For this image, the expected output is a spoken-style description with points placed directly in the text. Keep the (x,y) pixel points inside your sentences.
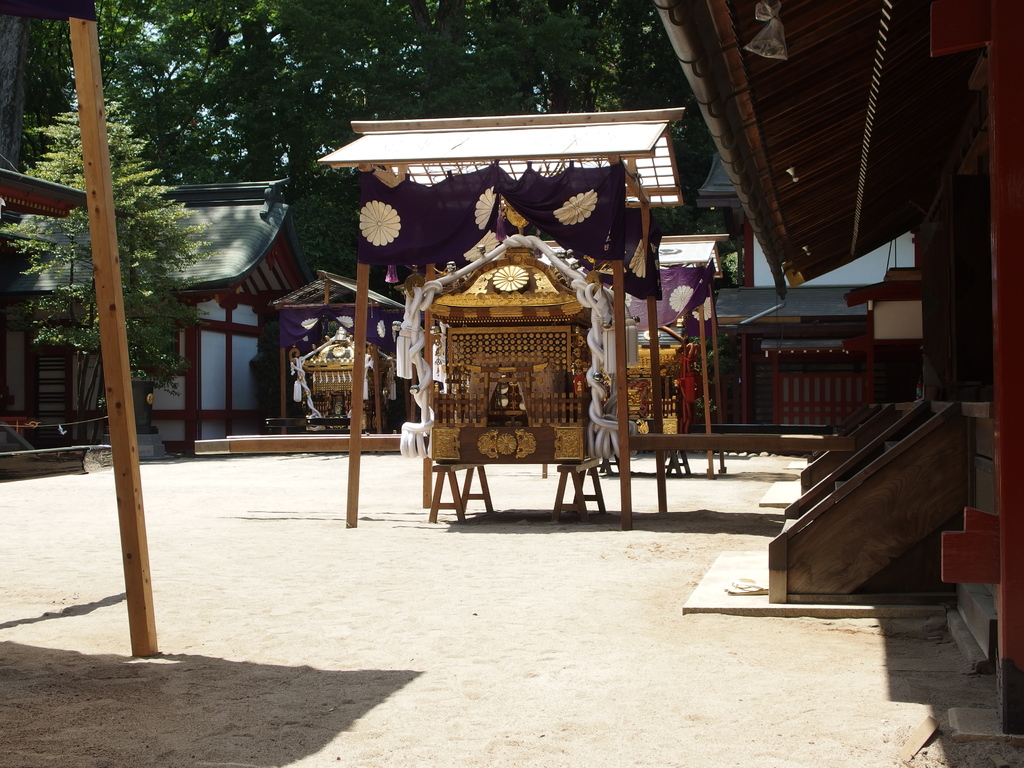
In this picture they look like the palanquins (505,368) in the middle (575,399), in the background (226,334) there are houses (1022,333) and trees (534,53). On the right side (863,530) I can see few wooden staircases (858,522).
